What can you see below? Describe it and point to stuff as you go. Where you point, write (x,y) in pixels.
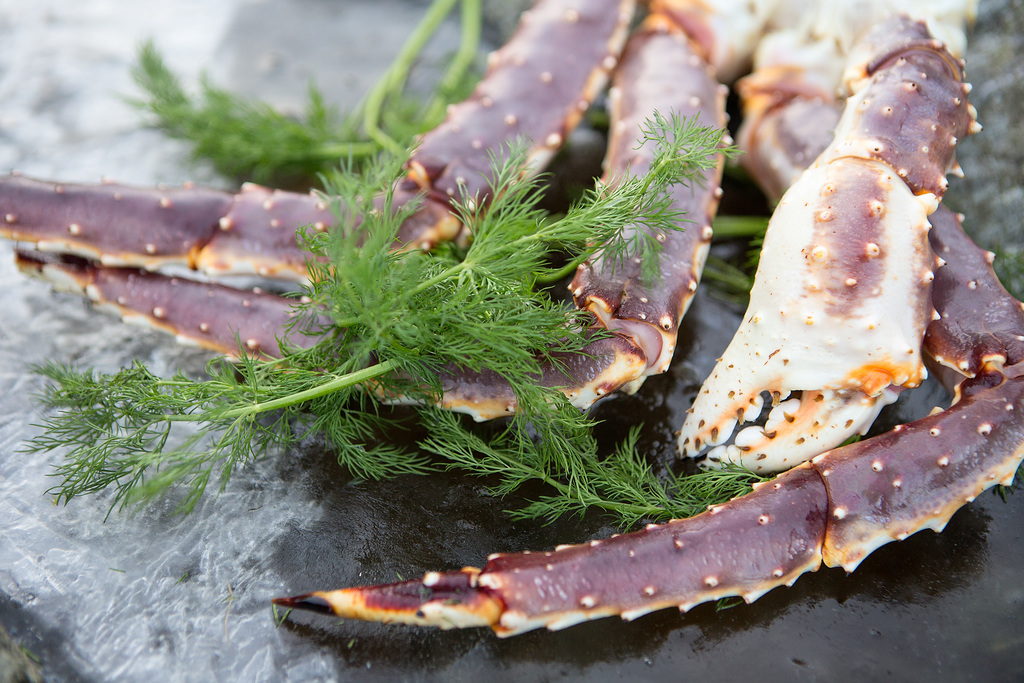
In this image I can see a crab (786,51) and soya leaves (483,251) on a table (682,393). This image is taken during a day.
